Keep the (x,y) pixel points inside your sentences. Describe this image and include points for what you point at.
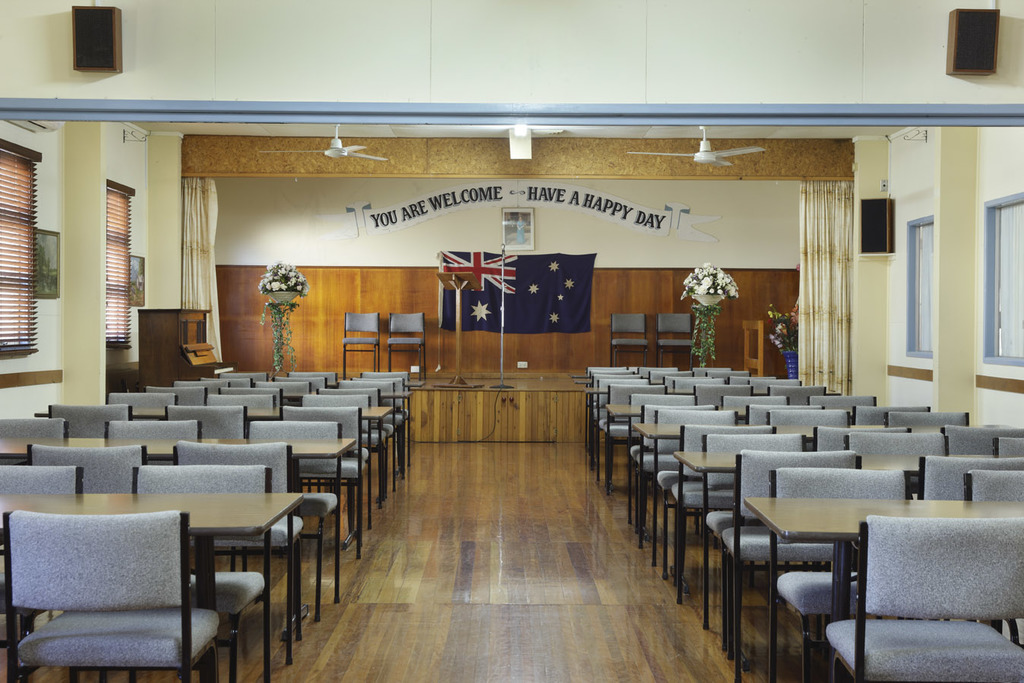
In this picture we can see a few chairs (401,412) and tables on both sides of the image. There are a few flowers (295,279), a stand (501,386), flower pot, podium (451,286) and other objects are visible on the stage (480,402). We can see some text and symbols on a white surface (456,182). There are a few ceiling fans (339,151) and loudspeakers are visible on top of the picture (108,10). We can see the window shades (117,239) and frames (47,292) on the wall (41,314).
